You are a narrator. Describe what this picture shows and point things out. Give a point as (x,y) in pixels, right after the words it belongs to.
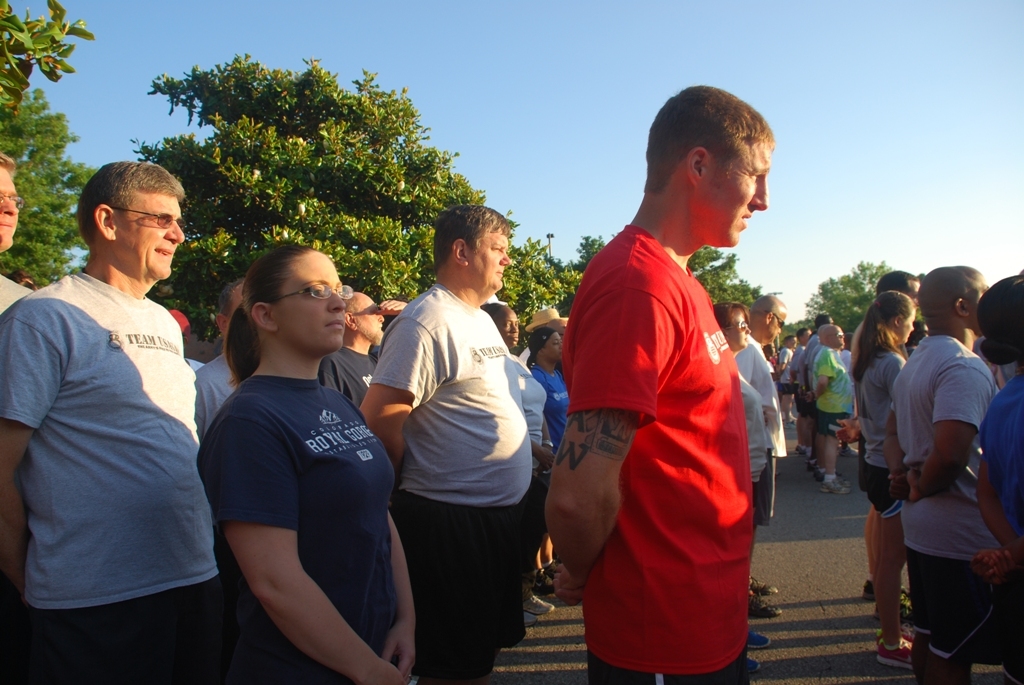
In the foreground of this image (707,447), there is persons (825,435) standing on the road (822,608). In the background (296,192), there are trees (300,180) and the sky (604,21).
